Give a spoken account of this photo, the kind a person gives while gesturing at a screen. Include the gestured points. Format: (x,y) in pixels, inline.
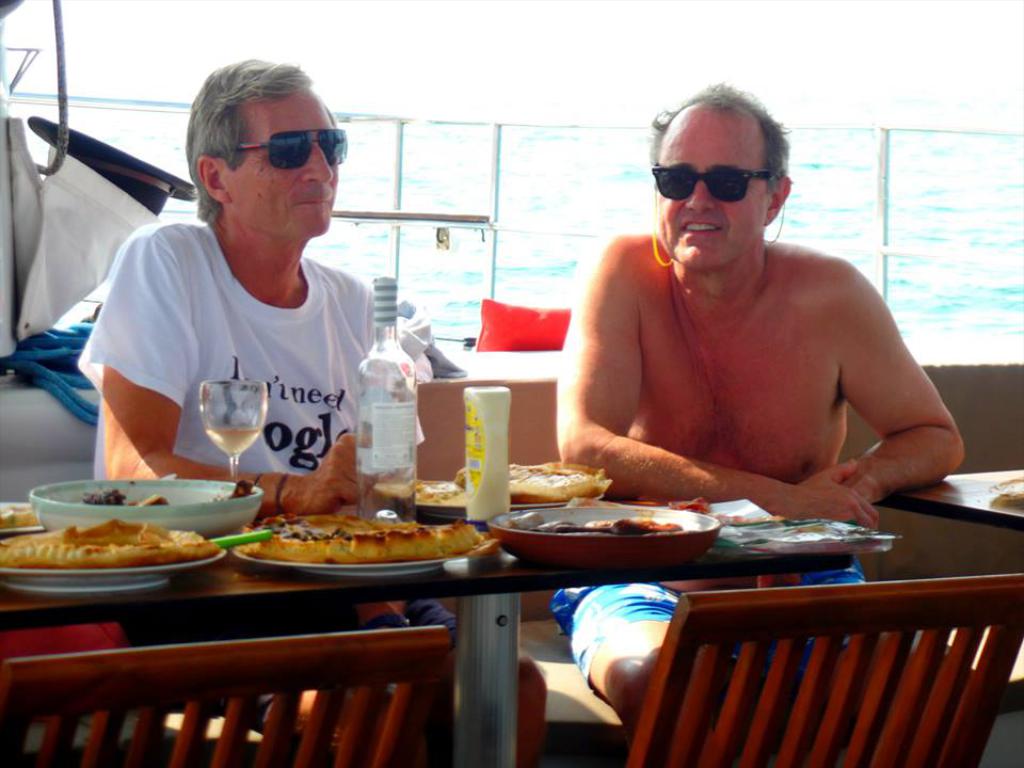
In this image there are food items (358,547) on the plates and in bowls (180,495), there is a glass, bottle (365,375), and some other items (487,515) on the table (379,561), there are chairs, two persons (121,471) sitting on the chairs (926,623), and there are some objects (443,230) in the boat (443,230), which is on the water (461,194).
